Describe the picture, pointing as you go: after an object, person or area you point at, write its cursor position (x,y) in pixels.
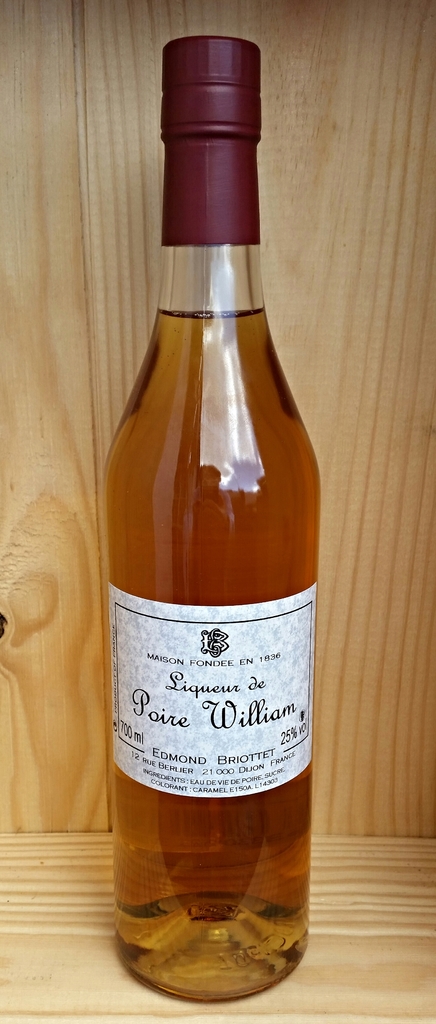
In this image i can see a bottle (274,466).
